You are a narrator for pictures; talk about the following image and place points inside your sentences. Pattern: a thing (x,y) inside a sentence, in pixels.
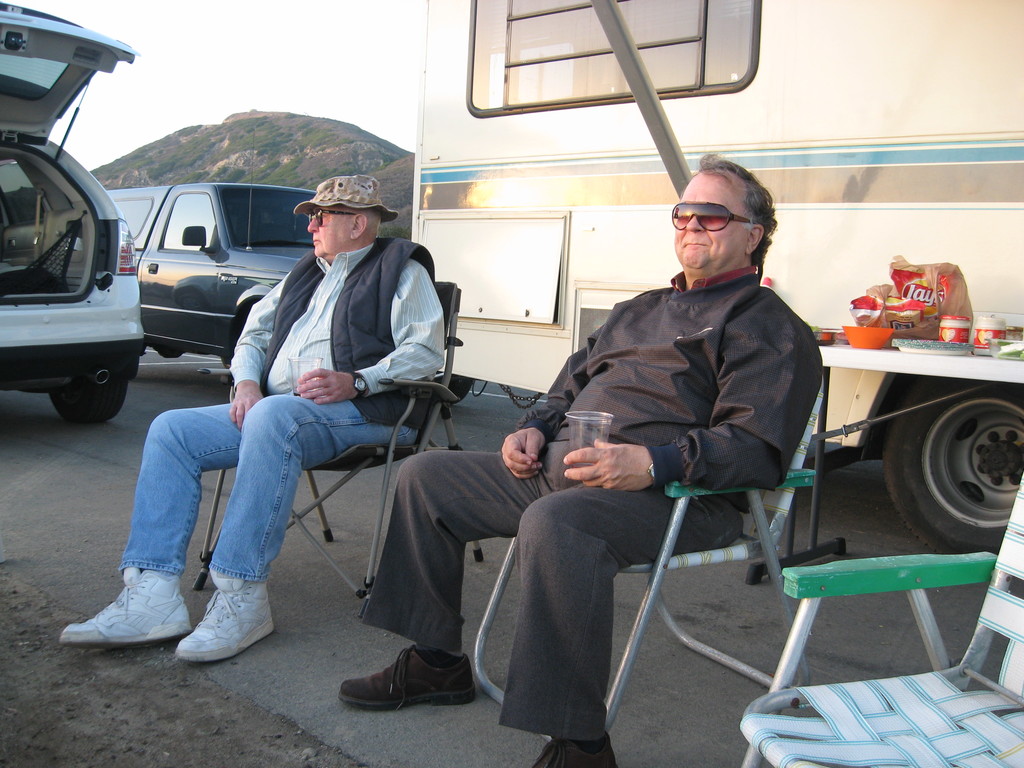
In this image we can see two people (611,580) sitting and holding glasses (581,447). There are chairs (1014,669). In the background (804,110) we can see vehicles (456,236) on the road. There is a table (914,370) and we can see things (909,320) placed on the table (871,350). In the background (262,152) there are hills (313,152) and sky (300,23).
